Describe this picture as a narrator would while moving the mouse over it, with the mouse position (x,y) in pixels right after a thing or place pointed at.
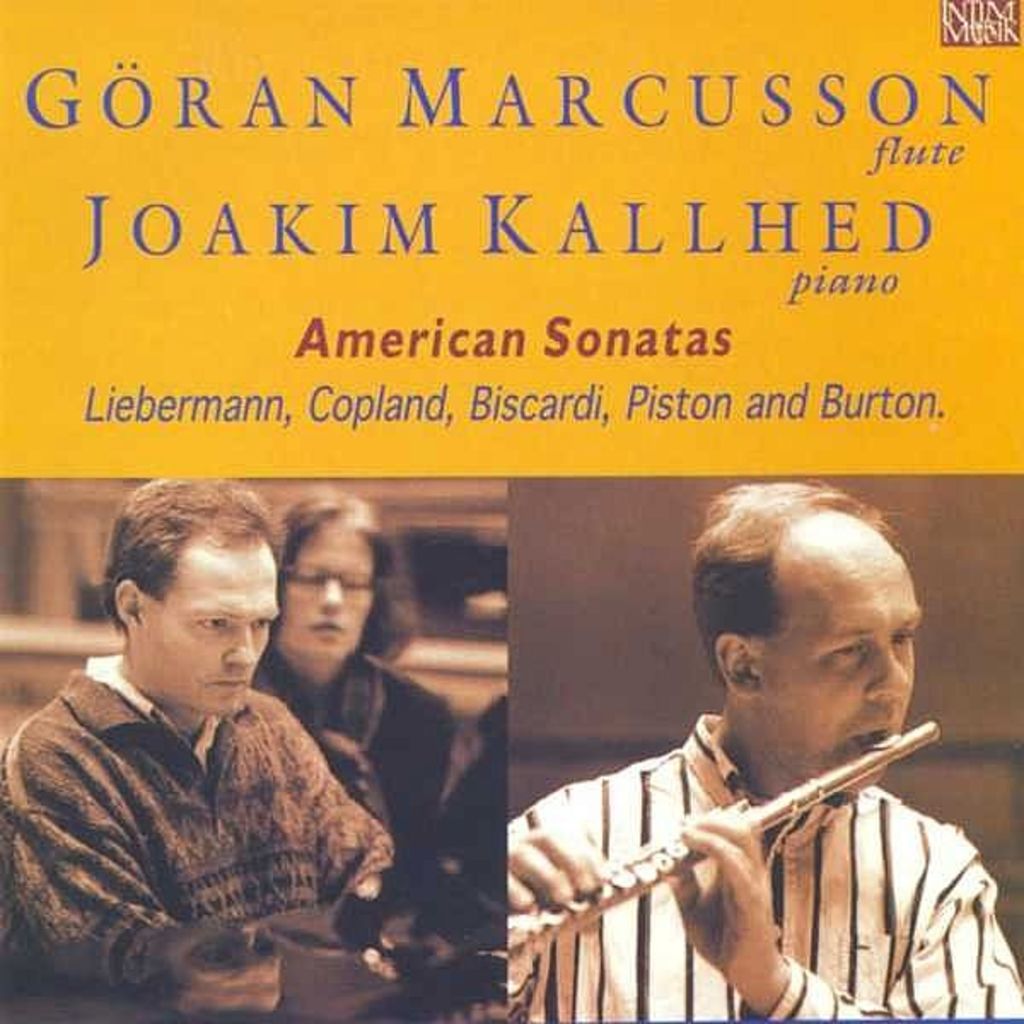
This looks like cover page (1011,903) of a music album. Here we can see three persons (126,674).
